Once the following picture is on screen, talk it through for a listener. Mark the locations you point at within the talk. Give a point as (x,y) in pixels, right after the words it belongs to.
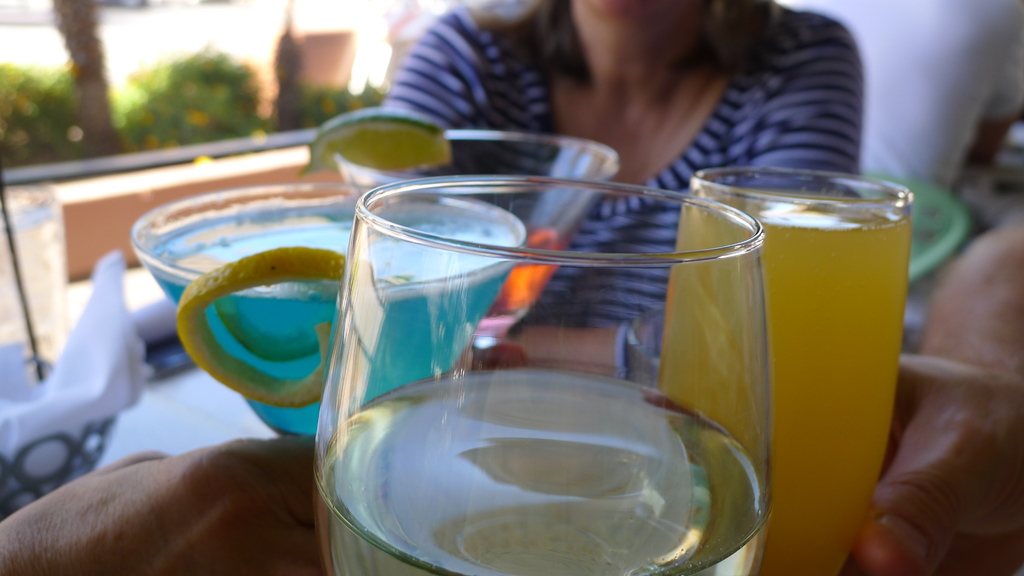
In the center of the image (391,204) there are glasses (439,209) with some liquids (466,452) in it. In the background of the image (585,45) there is a woman (581,93). There are plants (144,121). To the left side (135,468) bottom of the image (206,458) there is person's hand (105,484). To the right side of the image (900,424) there is another person's hand (908,463). To left side of the image (34,195) there is a glass (40,321). There is a tissue (89,362).
